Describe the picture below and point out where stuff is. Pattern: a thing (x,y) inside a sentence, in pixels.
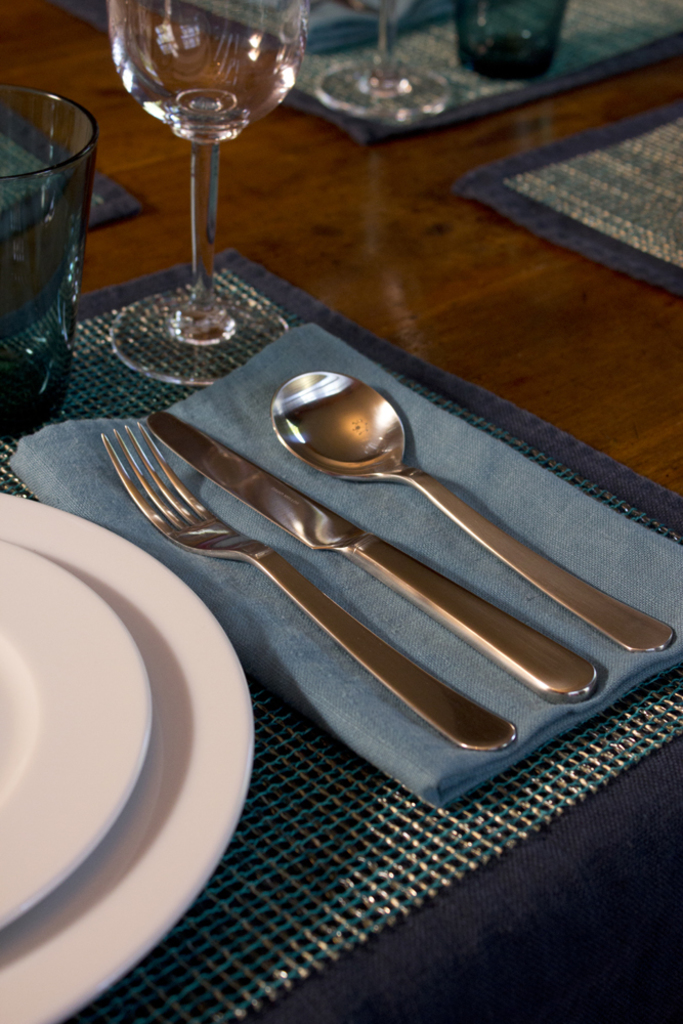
In this image I can see a fork (162,457), a knife (508,658), a spoon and few glasses (193,108). I can also see few plates (138,768).
